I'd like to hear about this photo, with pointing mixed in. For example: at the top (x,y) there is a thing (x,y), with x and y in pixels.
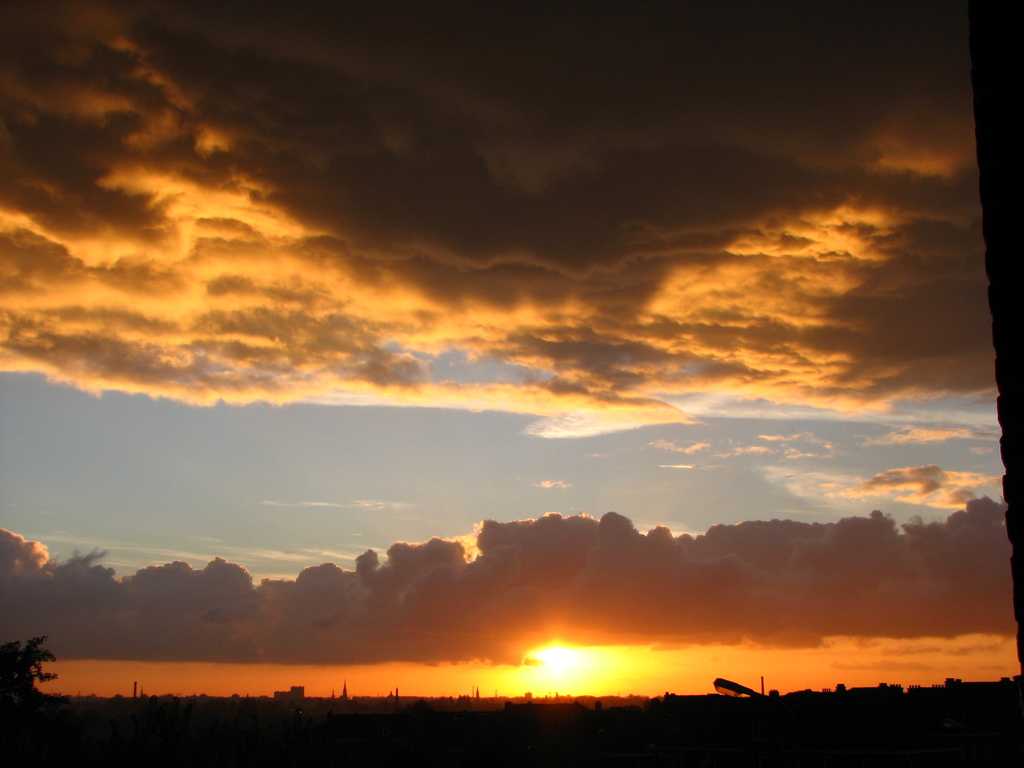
In this image we can see the tree (61,705) and the light pole (795,738). And we can see the sun (561,659) and clouds (577,241) in the sky (578,258).
